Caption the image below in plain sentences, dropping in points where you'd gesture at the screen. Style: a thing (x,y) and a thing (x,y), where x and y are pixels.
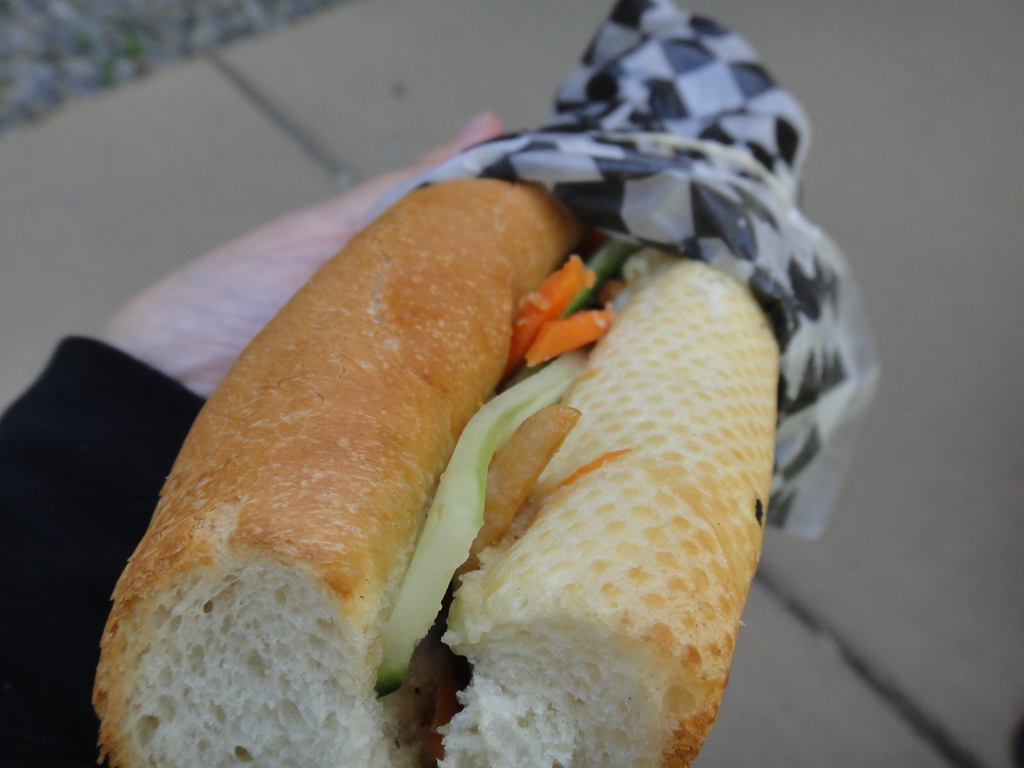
In this picture we can see food (523,444) in the hand (229,288).
